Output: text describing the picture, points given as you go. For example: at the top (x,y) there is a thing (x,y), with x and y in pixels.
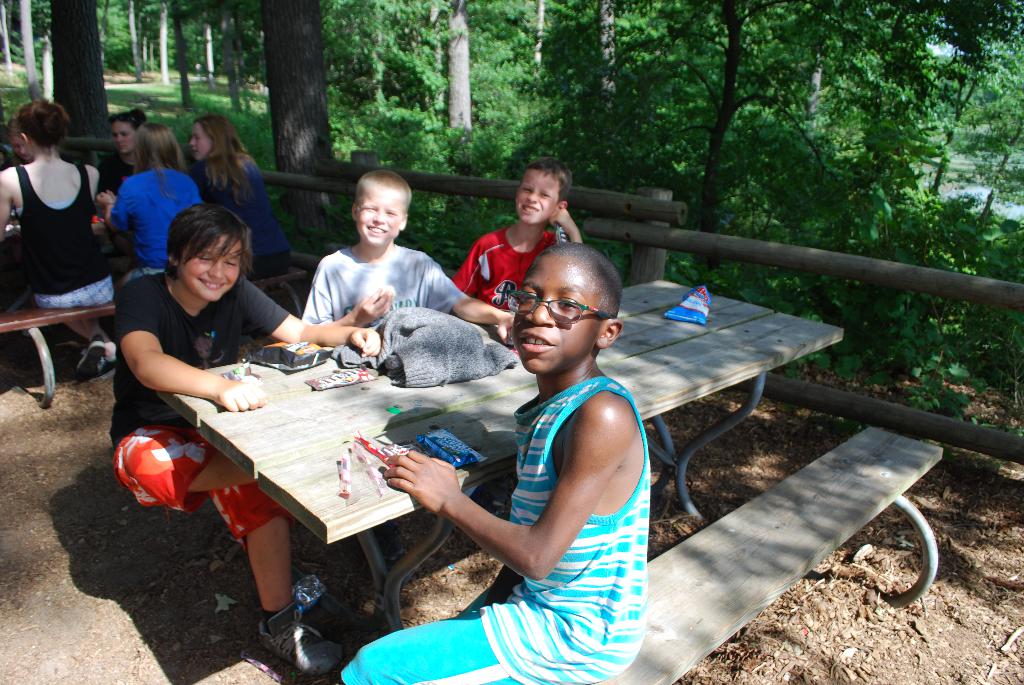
This picture shows few trees (524,154) on the side and we see few people (232,345) seated on the bench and we see a boy (576,341) wearing spectacles (553,317) on his face (601,305) and we see a smile (528,213) on their faces (538,311).
